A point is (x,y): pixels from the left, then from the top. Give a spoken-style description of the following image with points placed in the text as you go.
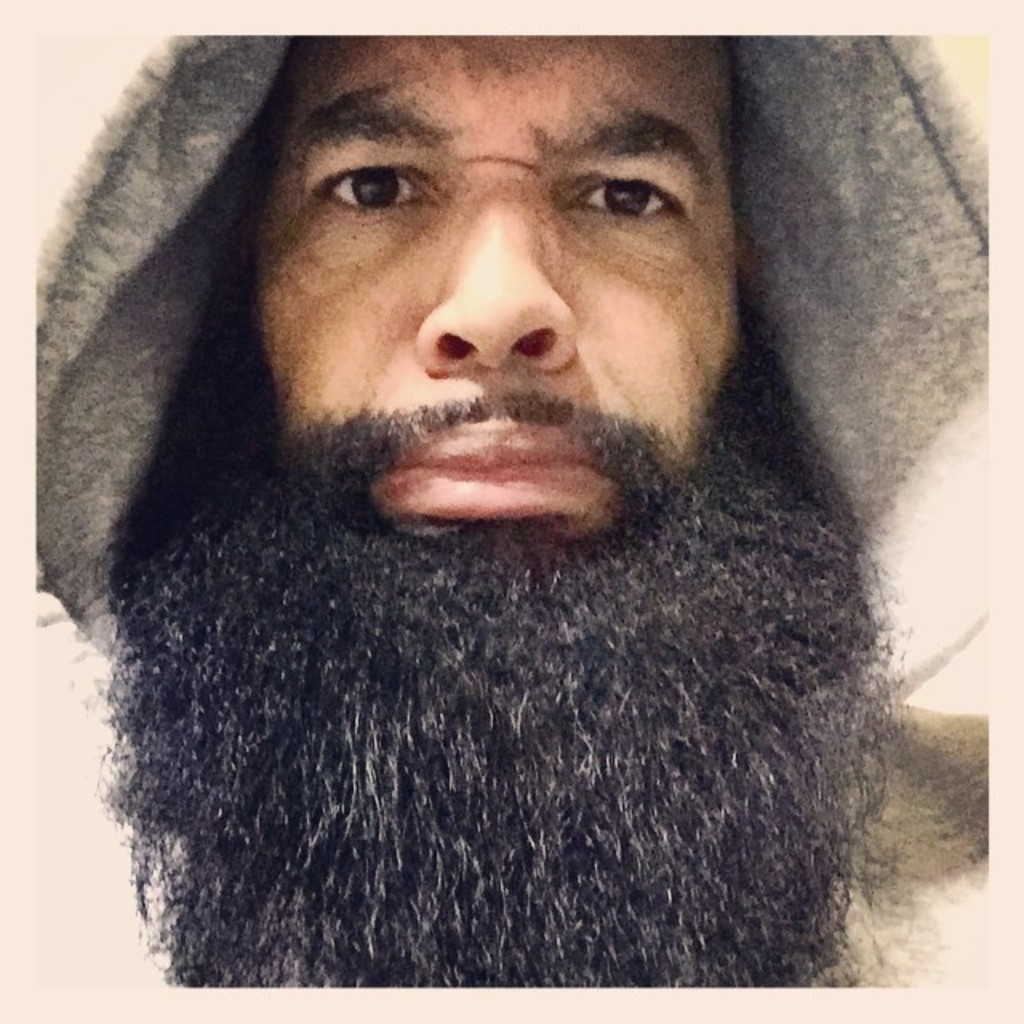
In this image I can see a persons face (556,303) who is wearing grey colored dress (834,176) and I can see he has long beard (311,642) which is black in color.
